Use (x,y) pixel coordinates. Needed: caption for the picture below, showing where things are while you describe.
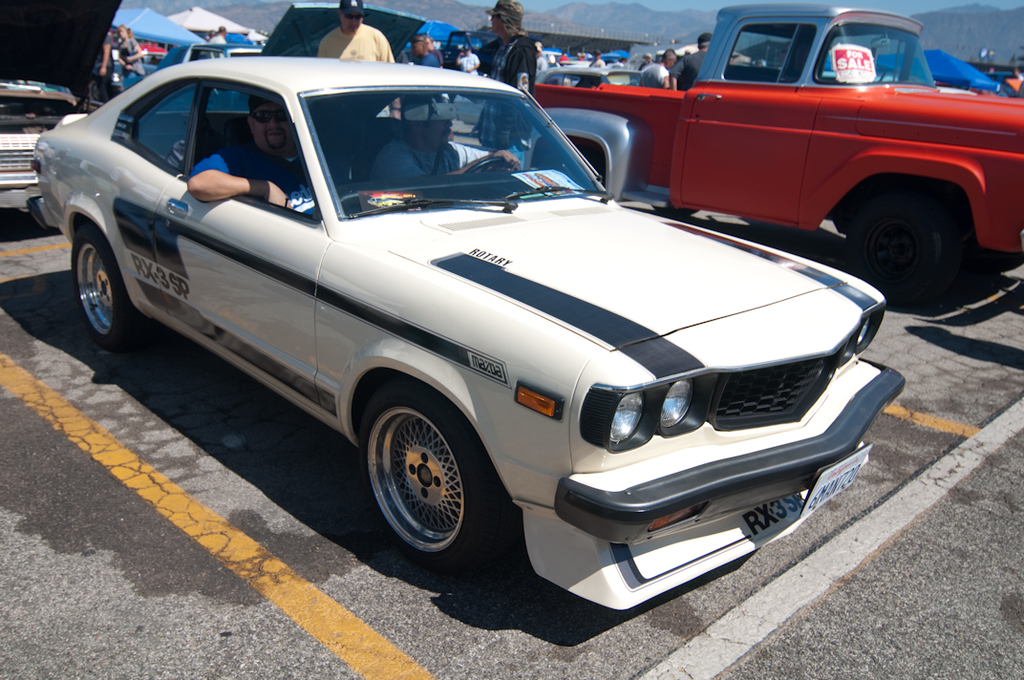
In this image we can see cars (852,166), tents (201,21) and people (110,38). In the background (705,0) we can see mountains (680,23) and sky (918,9). We can also see the road (891,550).
